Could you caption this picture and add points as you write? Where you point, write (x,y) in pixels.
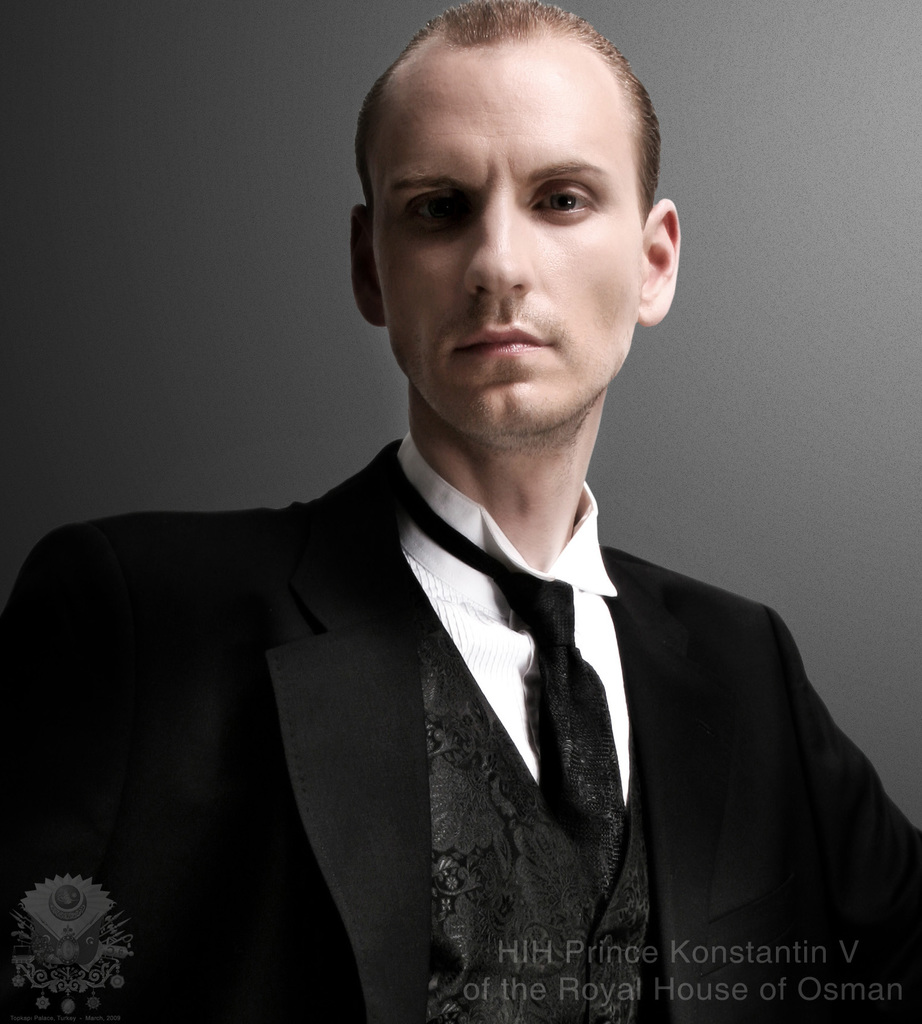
In this image I can see a person (408,666) wearing black and white colored dress (395,691). I can see the grey colored background (866,34).
